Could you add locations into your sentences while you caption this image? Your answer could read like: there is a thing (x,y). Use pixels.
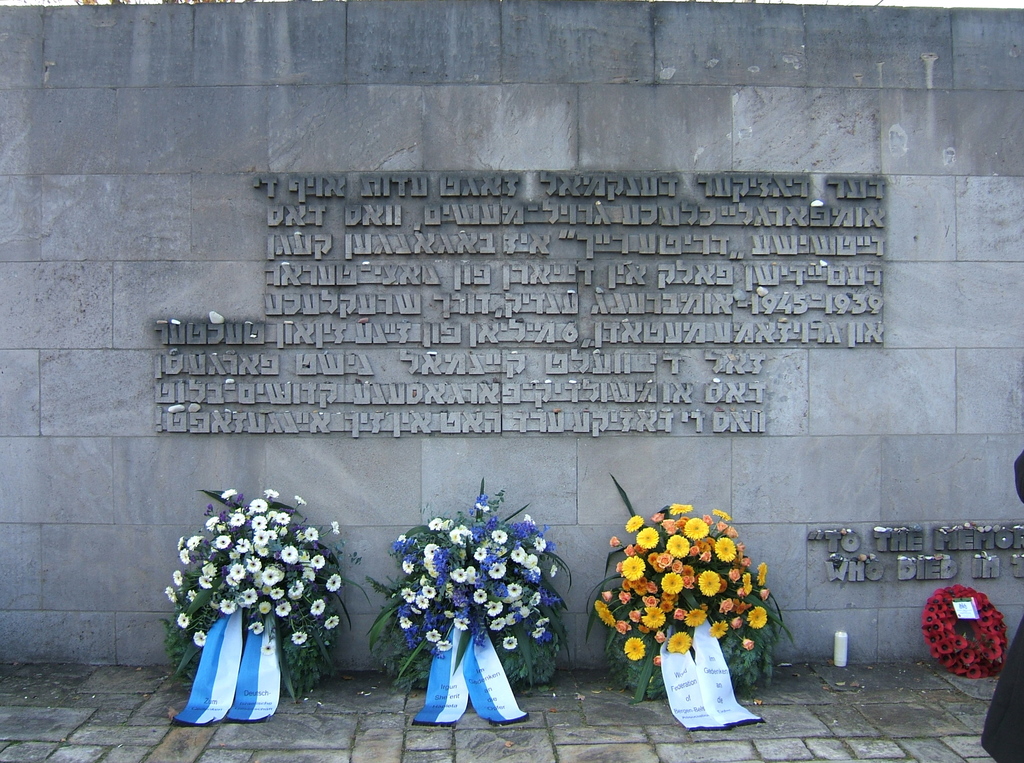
In this image I can see few flower bouquets (312,638) on the ground (576,717) which are white, blue, yellow, orange and red in color. In the background (835,592) I can see the wall (174,231) which is ash in color.
